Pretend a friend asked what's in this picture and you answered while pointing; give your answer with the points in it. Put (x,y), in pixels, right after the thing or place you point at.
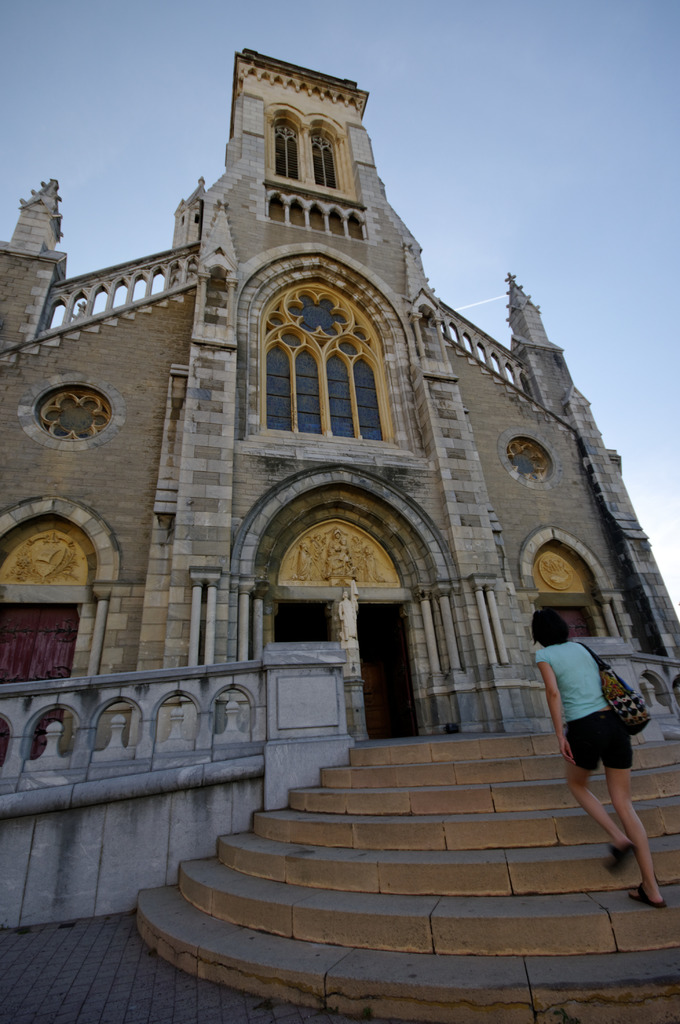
In this image there is a girl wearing handbag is walking towards the entrance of the building (405,473).
